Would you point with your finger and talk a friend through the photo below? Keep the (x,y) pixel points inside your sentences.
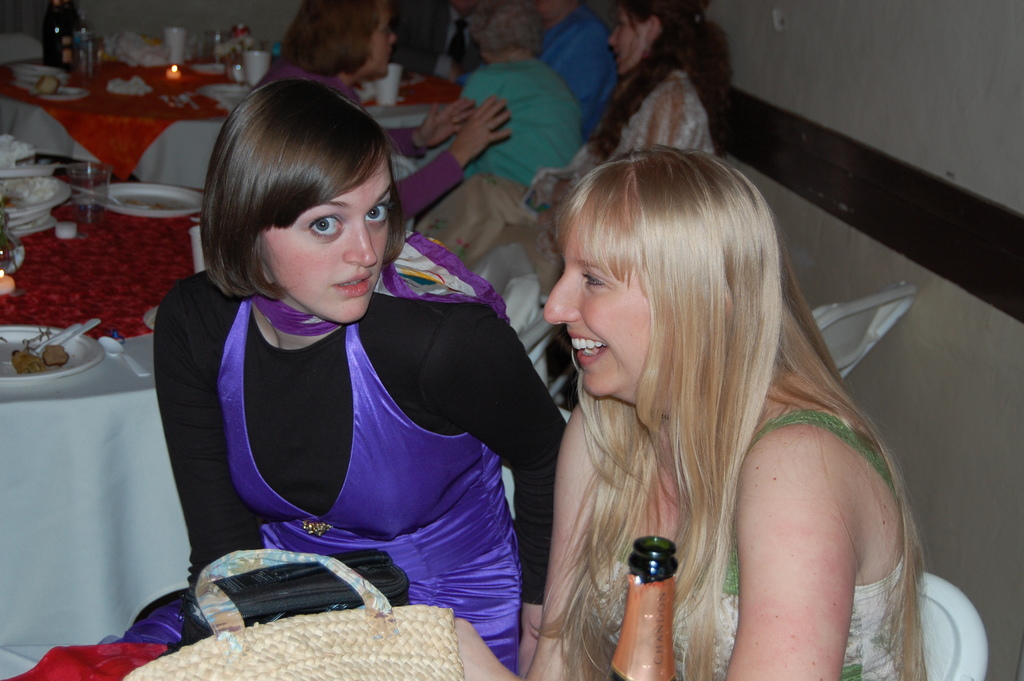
This picture shows few women (596,191) seated on the chairs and we see plates (74,372), spoons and glasses (176,43) on the couple of tables (107,141) and we see a bottle (657,623) and a bag (251,630).
